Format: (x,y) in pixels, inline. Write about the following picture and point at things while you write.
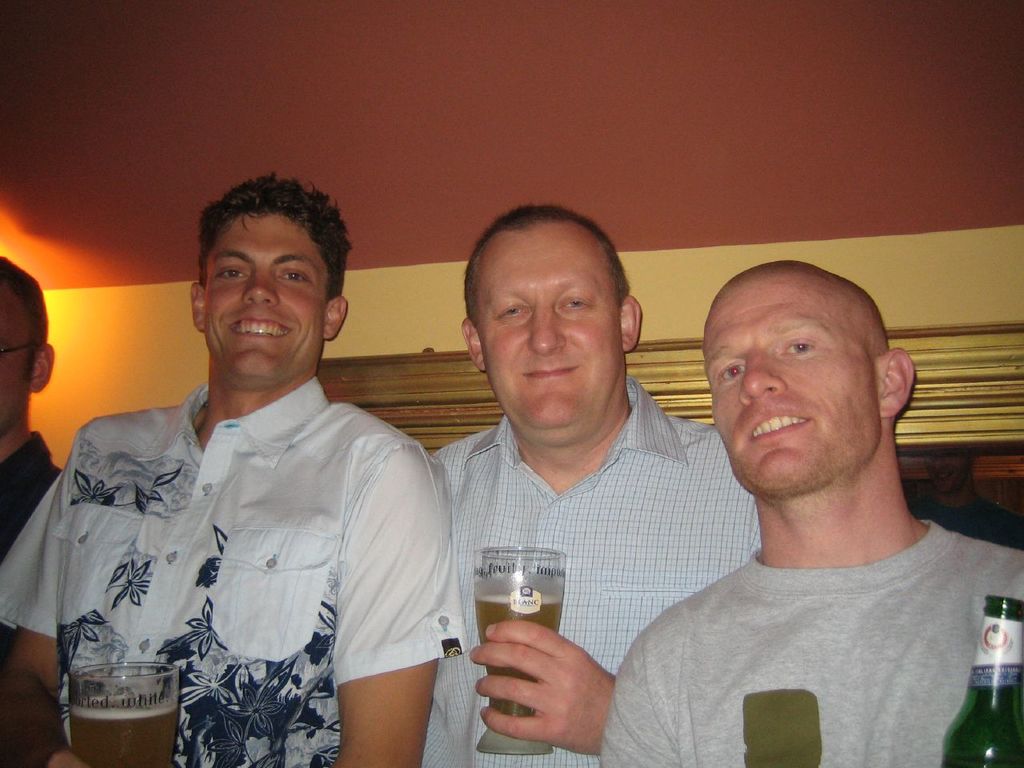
The image is inside the room (426,123). In the image there are four men (116,569) who is standing and beer glasses (556,596). In background (461,311) there is a yellow color wall (648,295) and the roof (379,86) is in red color.
